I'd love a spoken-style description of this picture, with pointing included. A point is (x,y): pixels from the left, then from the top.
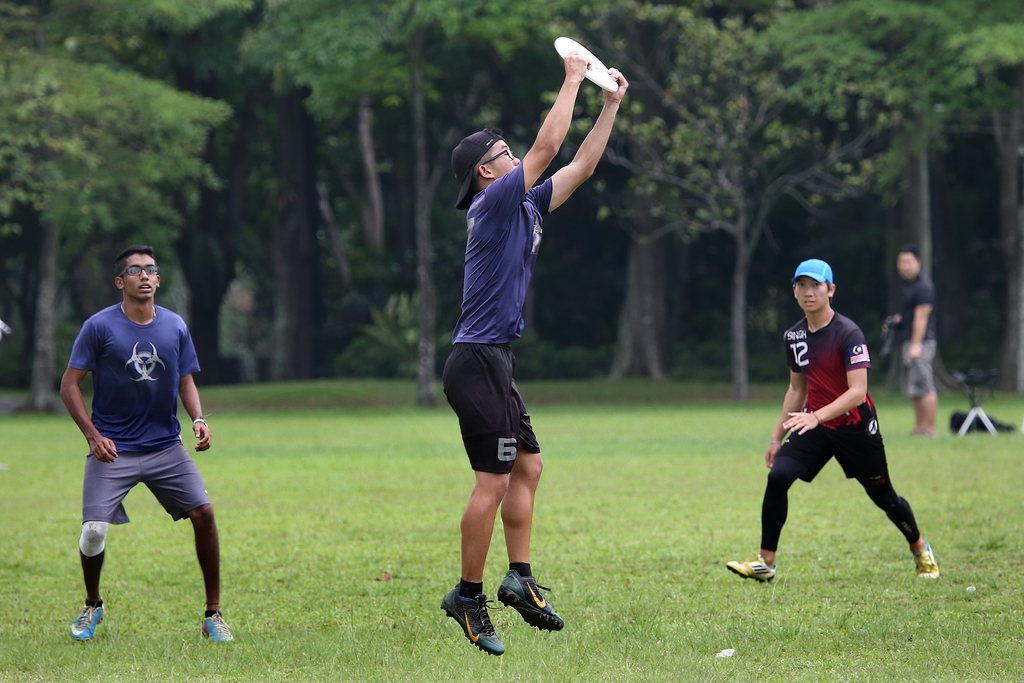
In this picture there is a man (470,585) who is wearing cap (469,166), t-shirt (489,234), short (490,412) and shoe (531,592). He is jumping to catch a white plate (565,48). On the left (138,258) there is another man (180,335) who is wearing blue t-shirt (170,344), spectacle (128,273), short (121,505) and shoe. On the right (800,411) there is a man (768,473) who is wearing blue cap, t-shirt (805,337), short (804,443) and shoe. He is running on the ground (876,568). In the background (999,141) we can see many trees (417,162) and plants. On the right (933,431) background (917,301) there is another man (917,288) who is standing near the bag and chair (958,382). At the bottom (921,625) we can see the green grass (680,619).
